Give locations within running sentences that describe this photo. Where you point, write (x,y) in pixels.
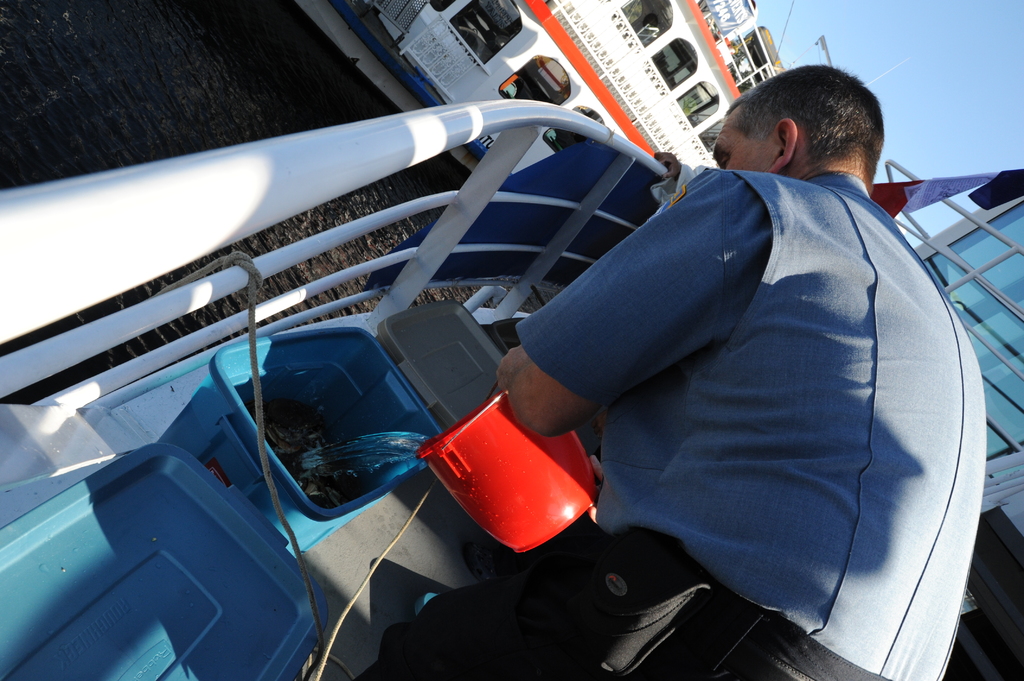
In the foreground (715,432) I can see a person (749,432) is pouring a water (401,445) in the tub (382,471) is standing on the boat (335,662). In the background (132,107) I can see ships (446,91) in the water (255,46) and the sky (871,51). This image is taken on a boat (418,208).
